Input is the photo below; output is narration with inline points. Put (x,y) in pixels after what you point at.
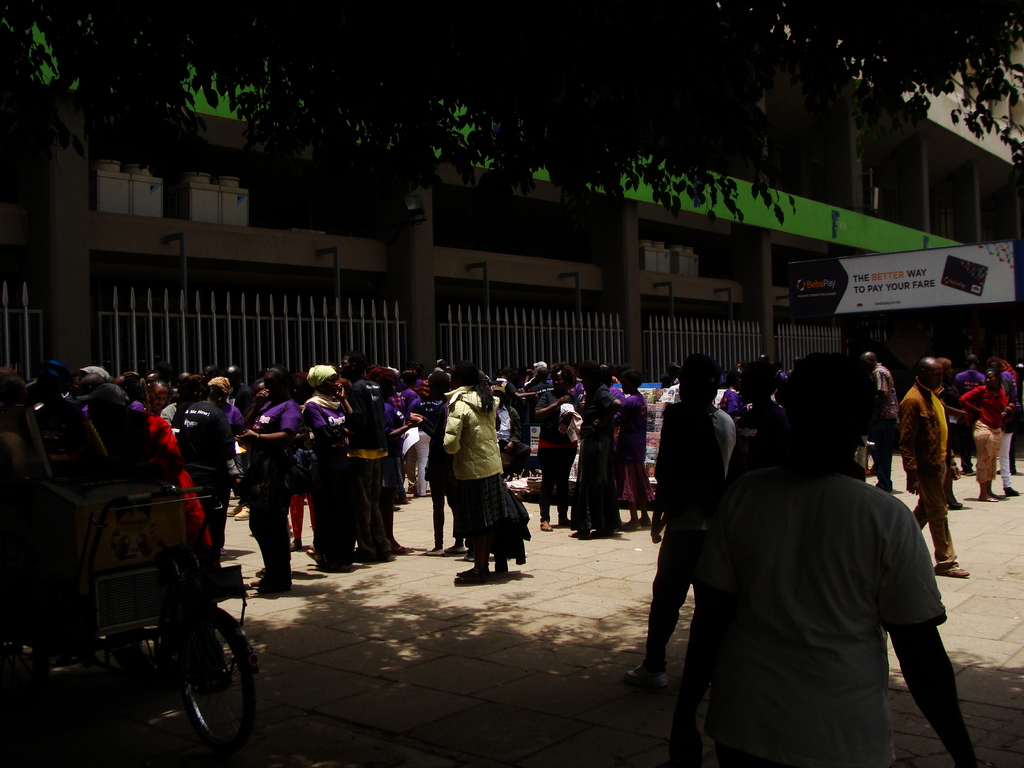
In the foreground of this image (824,500), there are persons (723,435) walking and standing on the pavement (578,663). On the left (197,583), there is a bicycle (169,590). On the top (596,58), there is the tree (609,137). In the background (701,289), there is a building (504,275) and a board (878,275).
